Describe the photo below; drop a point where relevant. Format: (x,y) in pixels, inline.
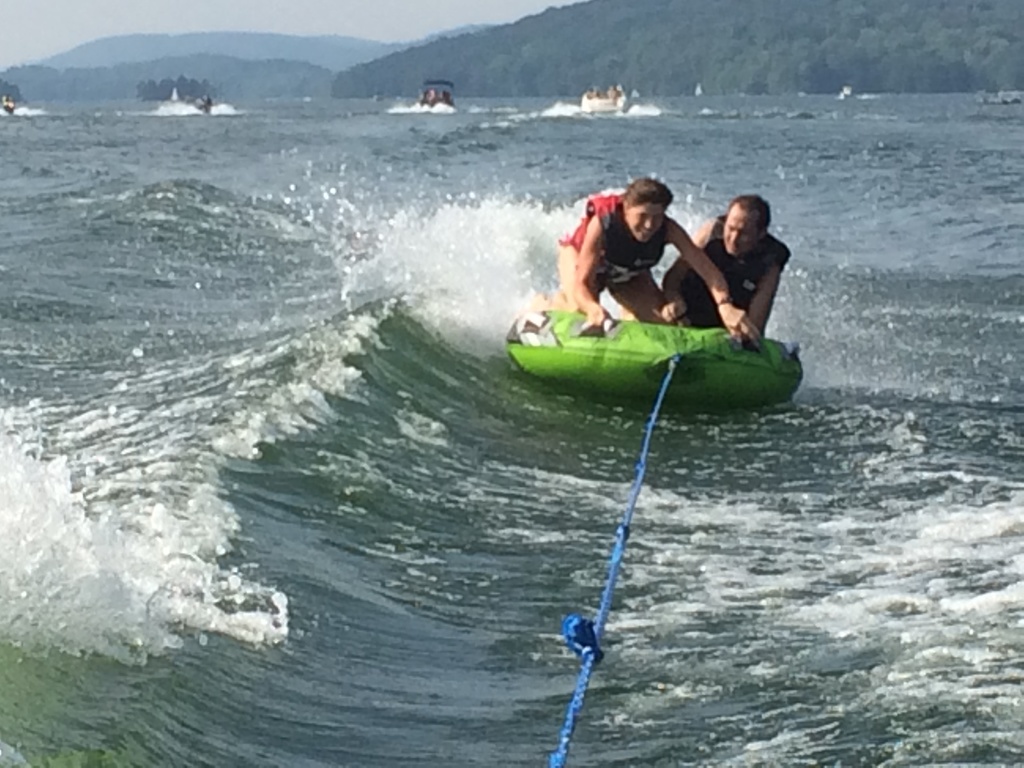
This is an ocean (484,143). Here I can see two people (709,266) are surfing the board (606,377) on the water (381,554). I can see a blue color rope (647,424) is attached to this board (618,357). In the background (591,104), I can see four boats (604,101) on the water (437,166) and also there are some hills (357,57). On the top of the image (224,14) I can see the sky (189,14).
